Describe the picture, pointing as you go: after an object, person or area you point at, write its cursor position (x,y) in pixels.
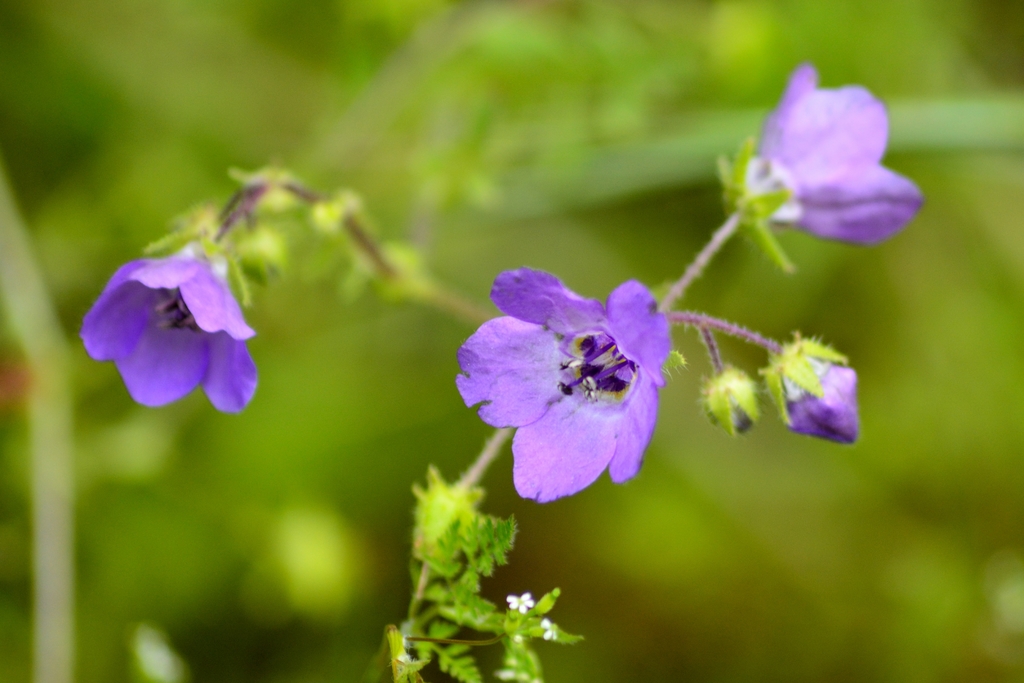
In this picture, we see a plant (440,492) which has buds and flowers (493,349). These flowers (500,336) are in violet color. In the background (332,487), it is green in color. This picture is blurred in the background (647,652).
